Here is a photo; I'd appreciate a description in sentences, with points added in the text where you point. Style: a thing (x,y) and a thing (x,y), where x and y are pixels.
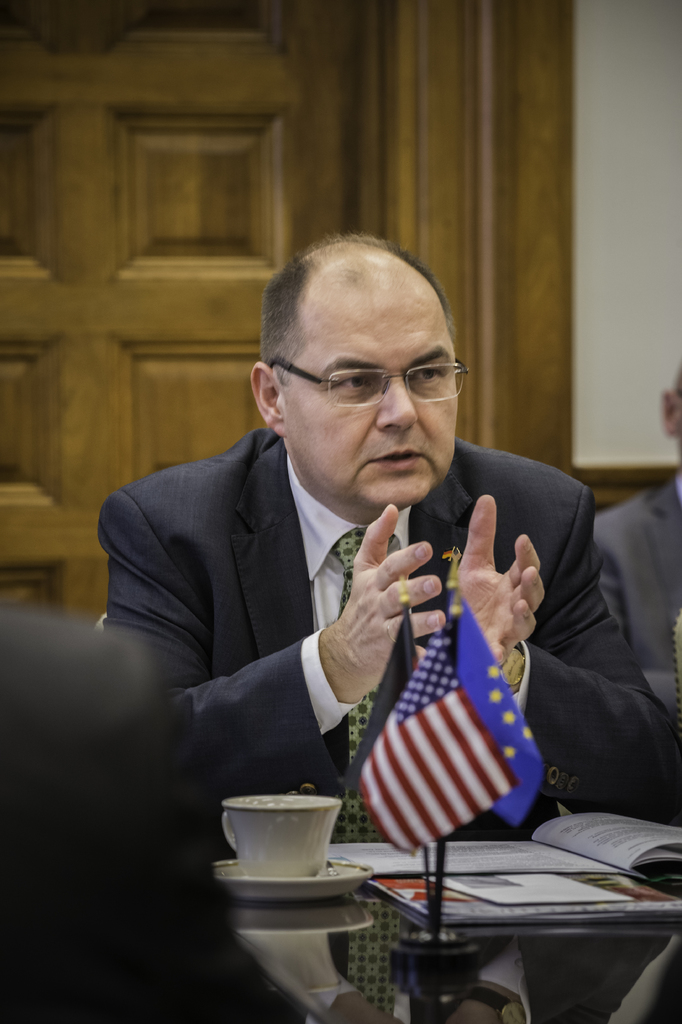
In this picture we can observe a person (367,506) sitting in front of a table (361,892) on which we can observe a cup (301,845) and some papers (543,856) are placed. This person (285,647) is wearing a coat (272,612) and spectacles (346,399). In the background (155,236) we can observe a brown color door (135,278).
